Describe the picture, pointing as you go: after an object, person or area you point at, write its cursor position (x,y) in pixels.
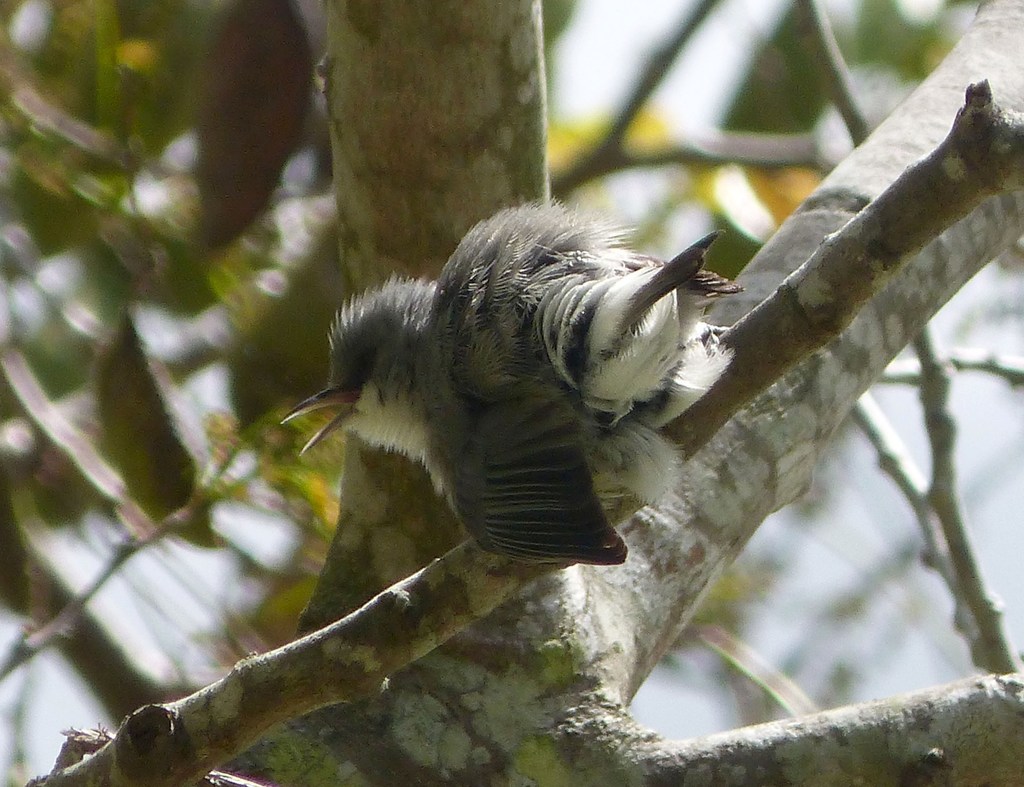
It is a bird (641,430) which is in grey color on the branch (309,663) of a tree (383,531). On the left side (276,234) there are green leaves (185,226).
